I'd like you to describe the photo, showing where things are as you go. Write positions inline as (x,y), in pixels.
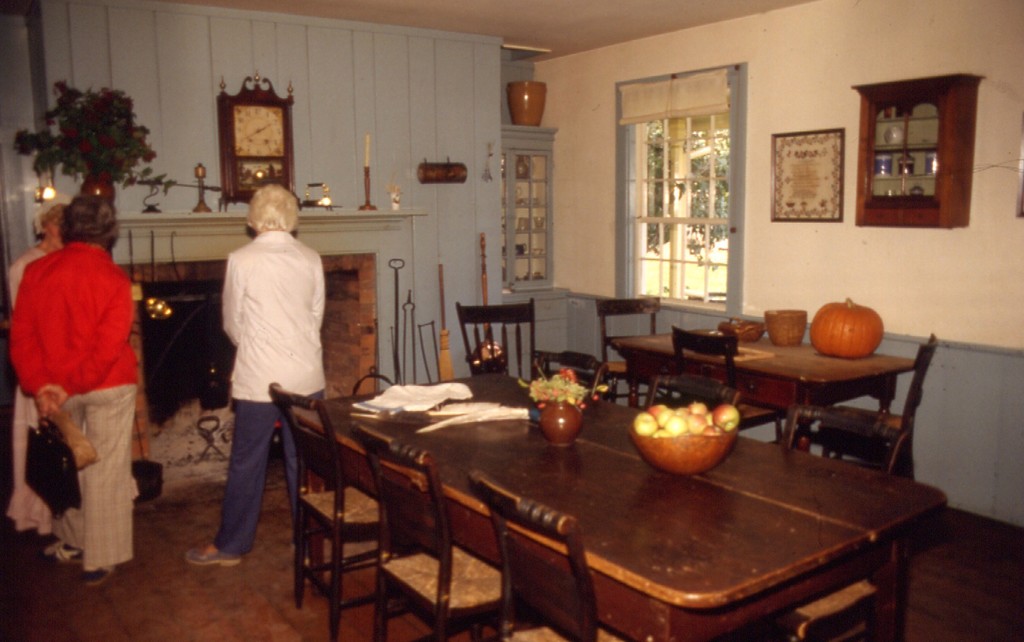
The image is inside the room (550,494). In the image there are three people (92,315) standing behind a table (464,450), on table (482,439) we can see a cloth (421,396), bowl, apples (692,429), flower pot (546,421), plant (572,401) and chairs (386,483). On right side (841,251) there is a wall (842,269) which is in cream color, photo frame (818,180), shelf (901,171), window (719,190) in background (282,139) there is a clock (265,144).
